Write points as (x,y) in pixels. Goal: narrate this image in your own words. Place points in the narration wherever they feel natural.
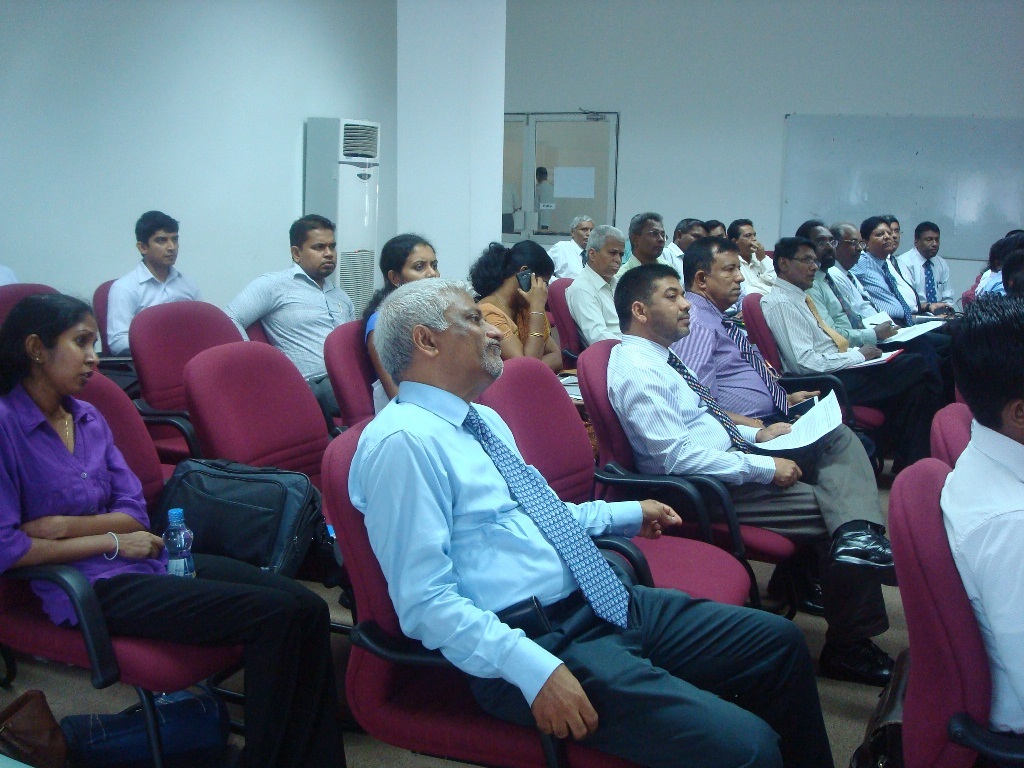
In this image we can see people (625,416) sitting on the chairs (364,610). In the background (522,165) we can see air conditioner (345,185) and windows (588,176).
